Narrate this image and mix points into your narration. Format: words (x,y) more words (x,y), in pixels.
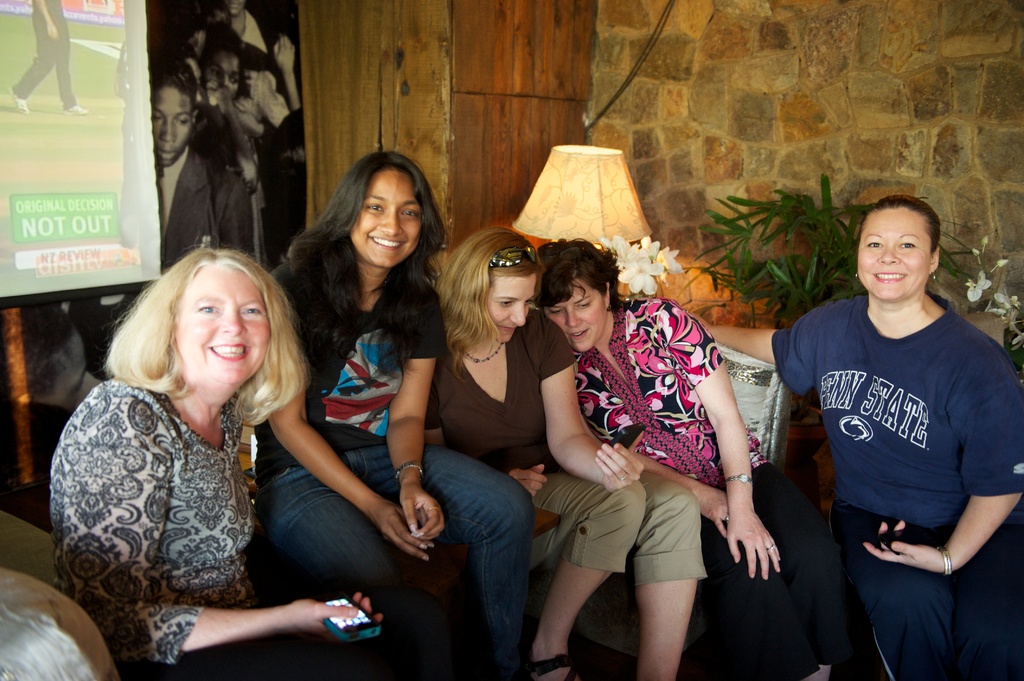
In this picture we can see five women (321,331) sitting and smiling. In the background (565,210) we can see the wall (778,160), lamp (576,193), leaves (765,241), flowers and posters (272,154).
